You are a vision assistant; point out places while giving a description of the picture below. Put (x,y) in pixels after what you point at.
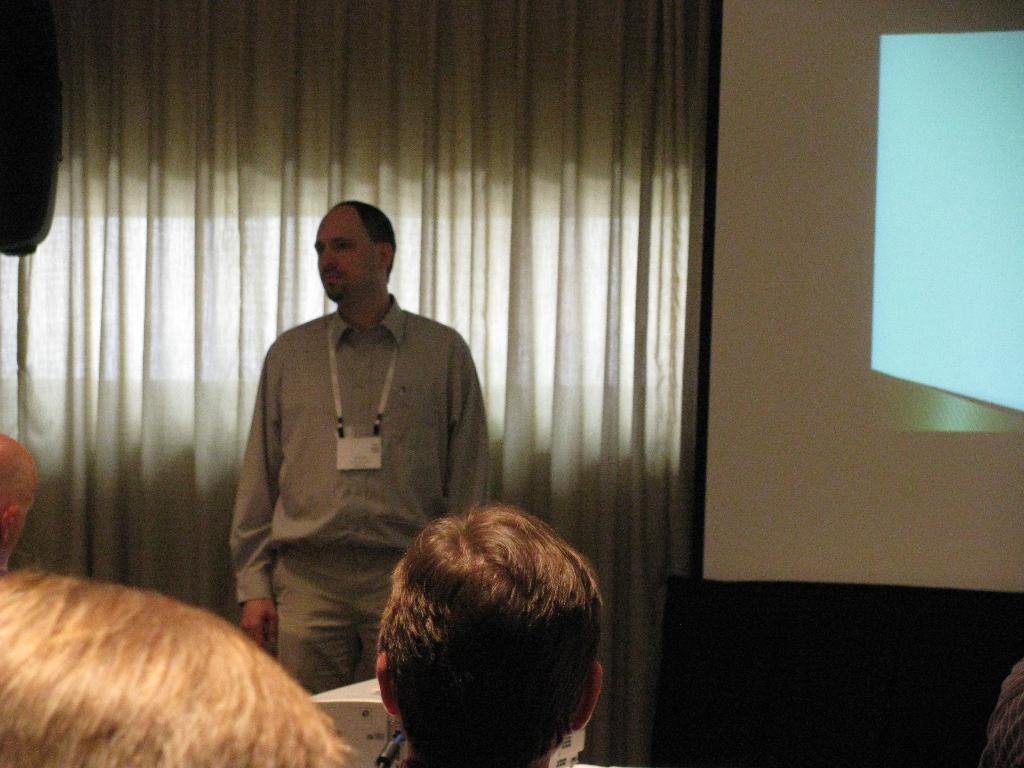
In this picture there is a man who is standing on the left side of the image (308,637) and there are other people (27,626) at the bottom side of the image (18,609), there is a speaker (12,186) in the top left side of the image (61,191) and there is a curtain (268,253) in the background area of the image (510,262), there is a screen (763,340) on the right side of the image (722,481).
